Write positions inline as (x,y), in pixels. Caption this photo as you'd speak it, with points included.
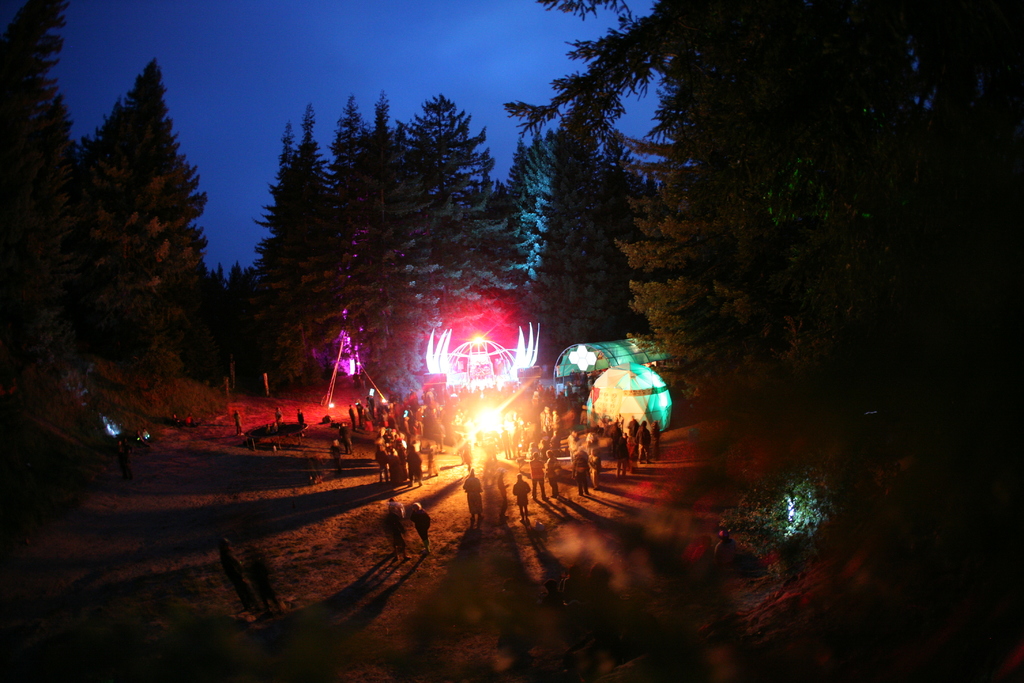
In this picture there is a group of men (529,439) and women (582,450) enjoying the party. Behind there are some red and green color spots lights (574,358) in the shed (649,407). In the background (555,350) we can see huge trees (568,300).
